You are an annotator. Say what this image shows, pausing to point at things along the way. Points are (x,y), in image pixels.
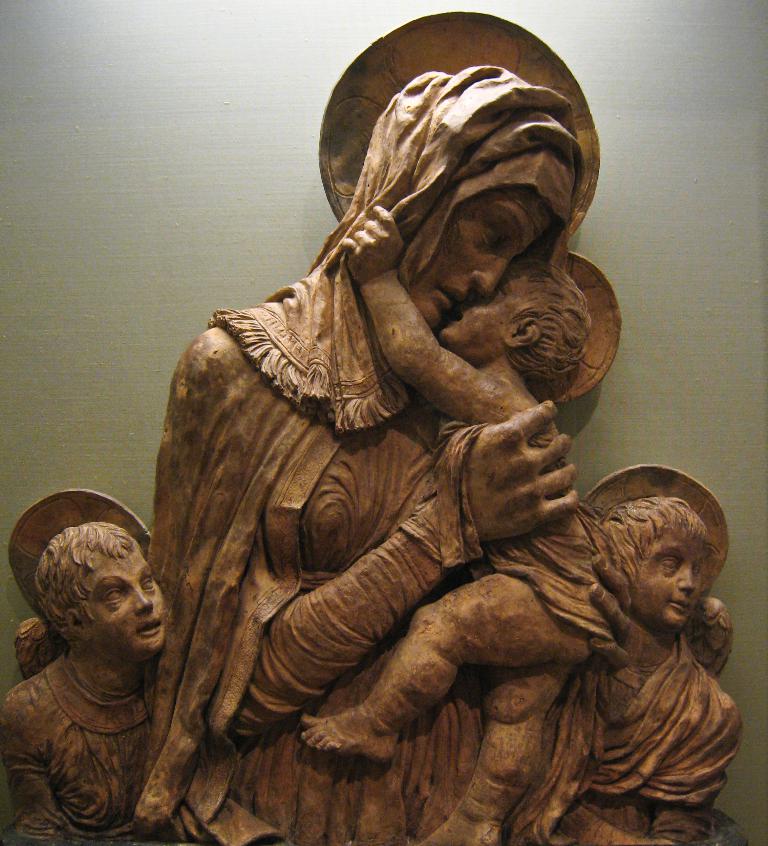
In this image we can see the sculpture (410,495). On the backside (177,317) we can see a wall (132,284).
